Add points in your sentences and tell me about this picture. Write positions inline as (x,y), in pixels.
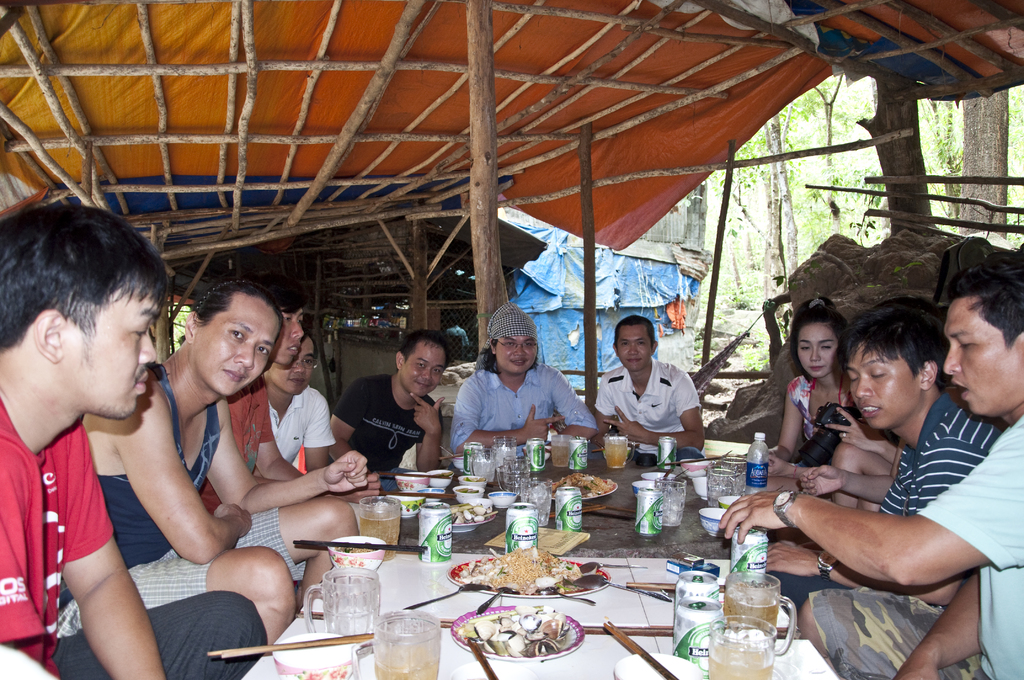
This is a picture taken under a tent (199,104) maybe in a forest (933,189). In the picture there are people (963,561) seated around a table (638,469), on the table (704,643) there are glasses (741,639), tins (684,581), plates (495,511), bowls (479,497), chopsticks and food items (569,565) are there. On the top right (977,135) there are trees (779,164). In the center of the background (621,267) there is a tent (624,288). On the top (344,64) there are wooden sticks (485,99).
